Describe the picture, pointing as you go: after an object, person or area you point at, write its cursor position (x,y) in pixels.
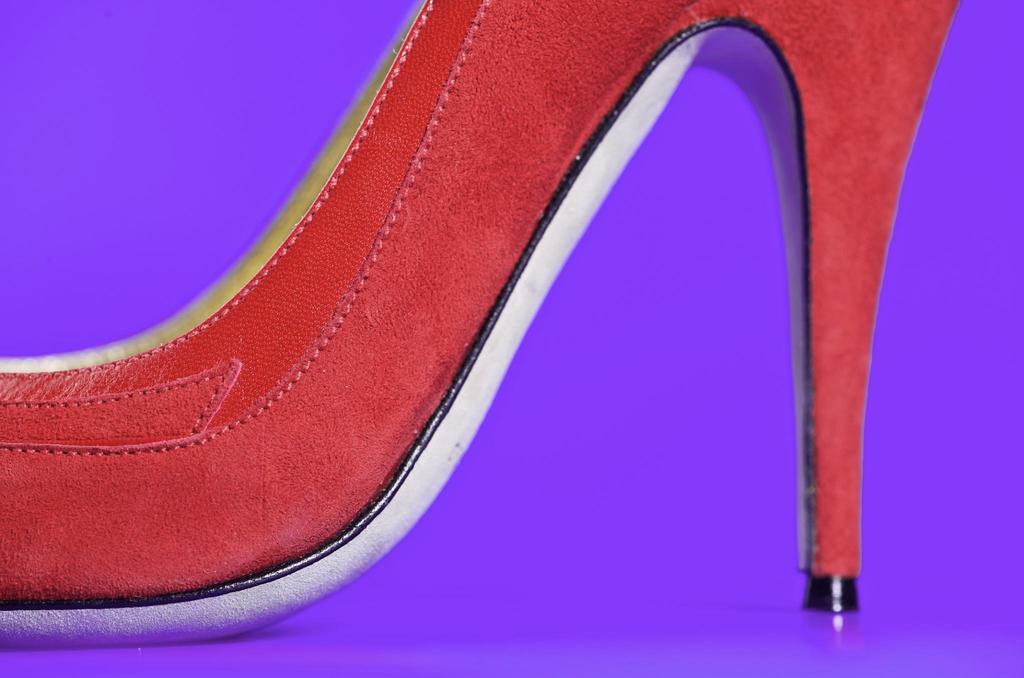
In this picture I can see a footwear (457,336) on an object (289,650).
